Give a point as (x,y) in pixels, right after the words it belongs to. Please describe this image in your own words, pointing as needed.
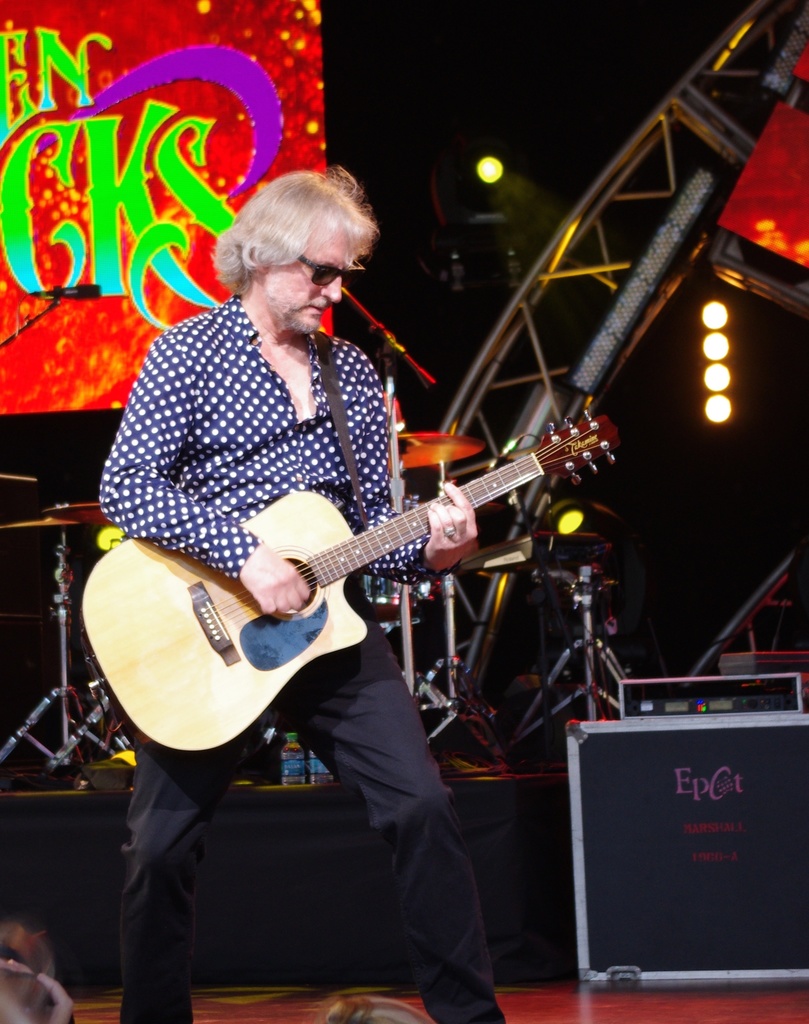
There is a man (268,410) in the image holding a guitar (338,575) and playing it. In background (78,169) there are few musical instruments (407,456) and a hoarding (5,327).
